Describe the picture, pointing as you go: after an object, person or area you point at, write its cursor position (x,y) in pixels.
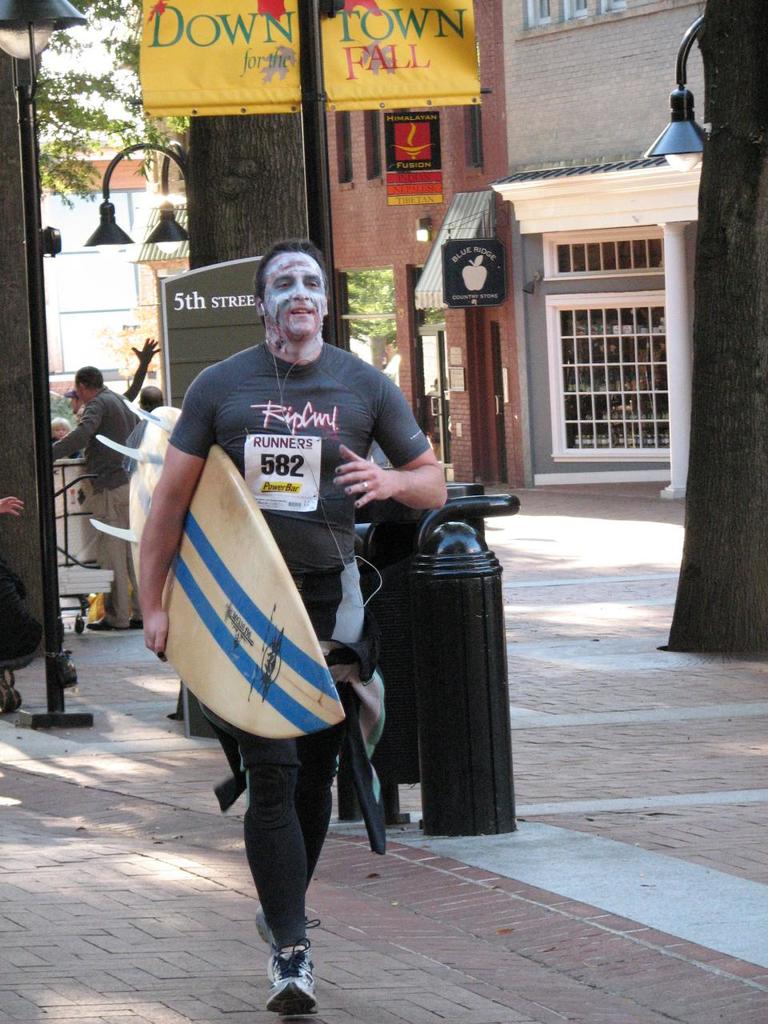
Here we can see a man (267,327) walking with a surfboard (234,701) in his hand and behind him we can see a building (443,164) and at the left side (90,461) we can see a couple of people (93,448) standing.
